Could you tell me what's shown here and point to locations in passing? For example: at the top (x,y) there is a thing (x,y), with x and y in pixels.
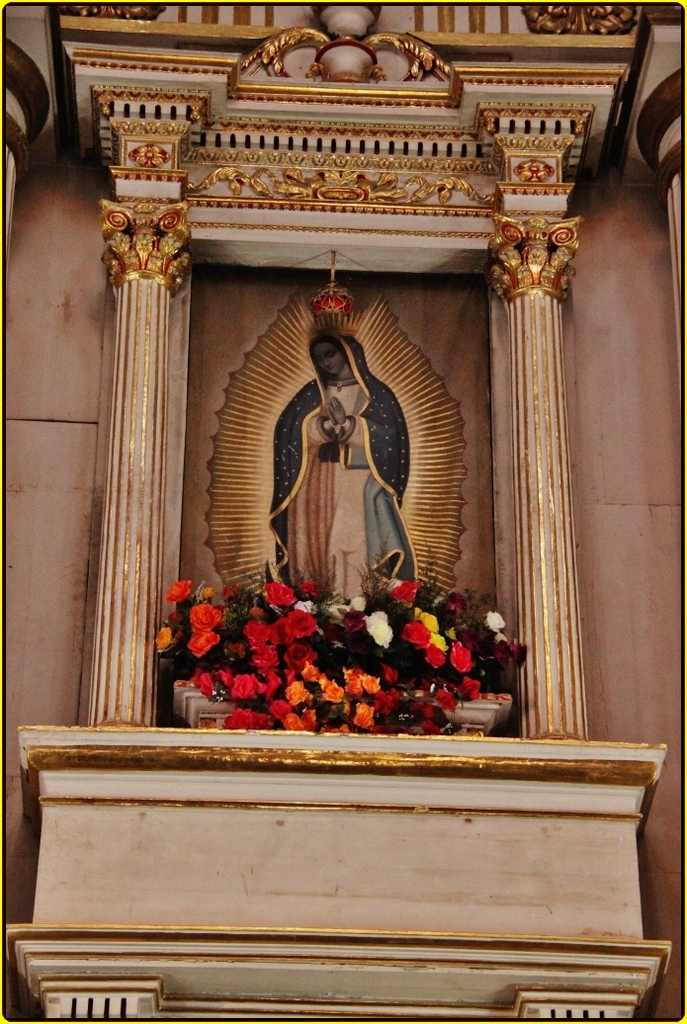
In the image there is a painting (390,441) of a woman (329,407) and around the painting (213,487) there are two pillars (547,421), flowers (270,649) and above the painting (373,382) there are beautiful carvings (317,131).
